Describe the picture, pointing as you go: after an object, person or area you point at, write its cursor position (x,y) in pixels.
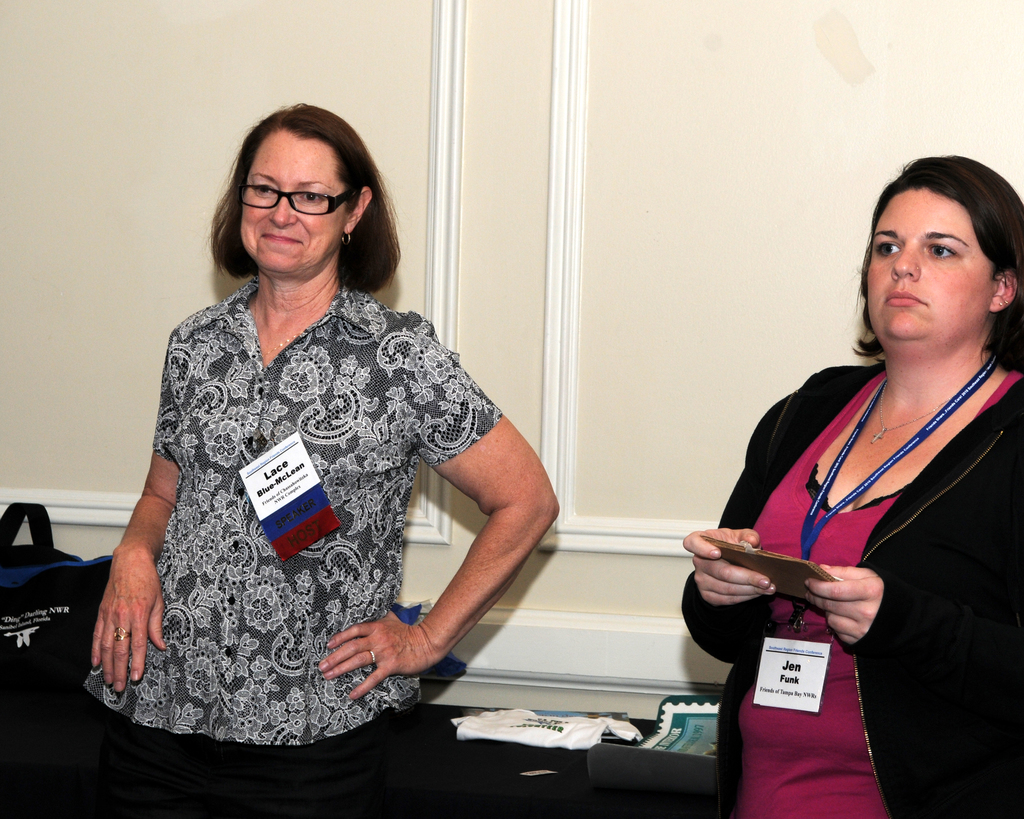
The picture consists of two women (487,511). On the right (748,530) the woman (839,585) is holding an object (787,577). In the background (516,119) it is wall (593,295). On the left (49,556) there is a bag (40,581). In the center of the picture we can see a cloth (537,724) and a file (683,712).
